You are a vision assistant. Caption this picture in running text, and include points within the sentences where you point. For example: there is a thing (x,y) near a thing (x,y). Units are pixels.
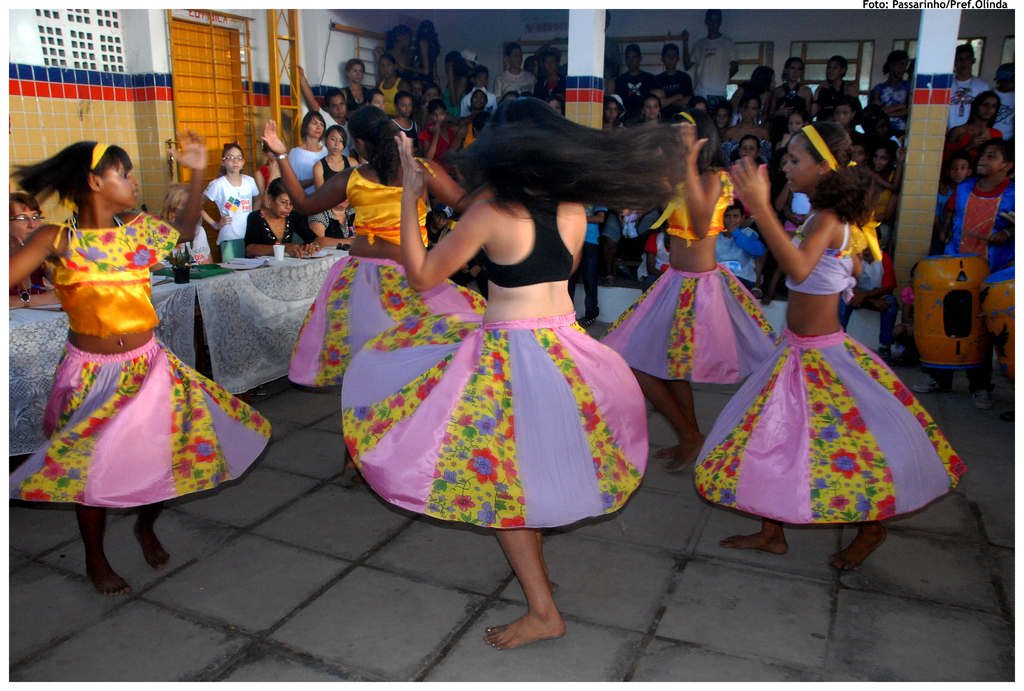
In this picture there are group of people (41,262) dancing. At the back (860,84) are group of people (816,87) standing. On the left side of the image (286,246) there are group of people (29,290) sitting behind the table (289,316). There are objects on the table (184,328) and the table (217,341) is covered with white color cloth (284,354) and there is a door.
